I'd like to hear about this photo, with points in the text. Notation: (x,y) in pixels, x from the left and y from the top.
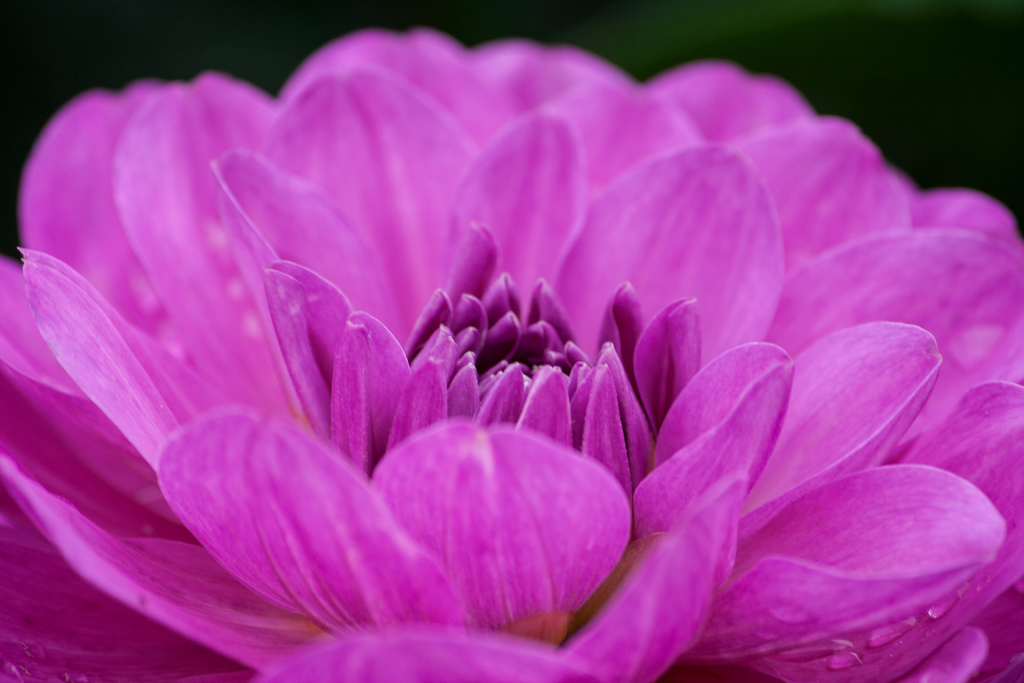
In this image we can see there is a flower (483,430) and there are few water drops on the flower (431,390).
